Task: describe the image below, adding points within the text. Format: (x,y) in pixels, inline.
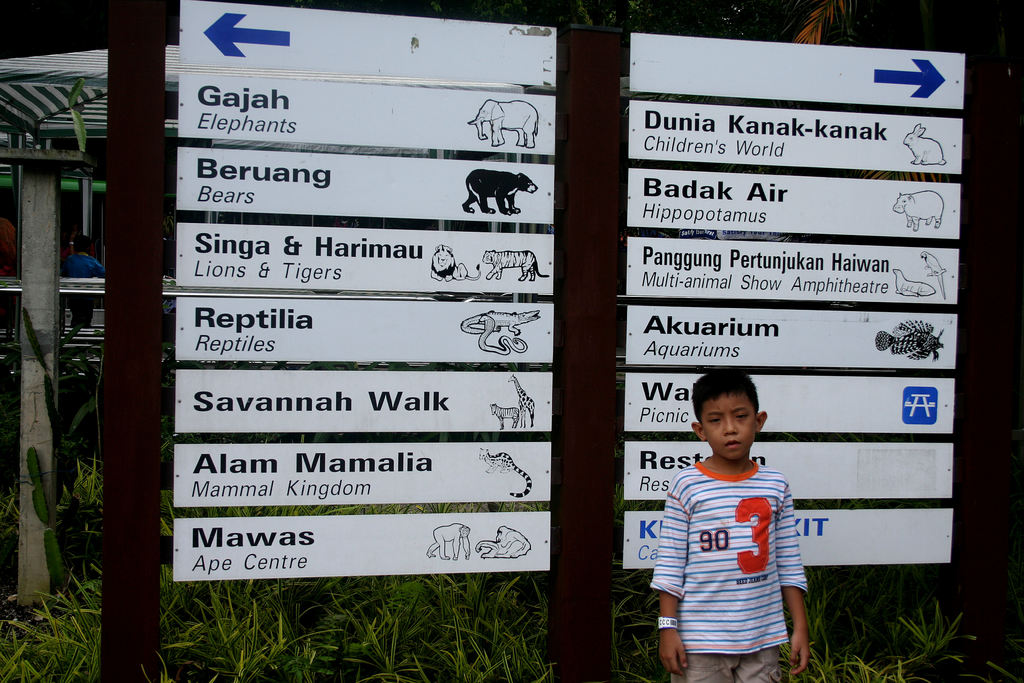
In this image we can see a boy (704,567) is standing near a board (461,250) and on the board (431,173) we can see some text (200,198) and animal figures (521,272). In the foreground of the image (410,648) we can see the grass (292,662).
